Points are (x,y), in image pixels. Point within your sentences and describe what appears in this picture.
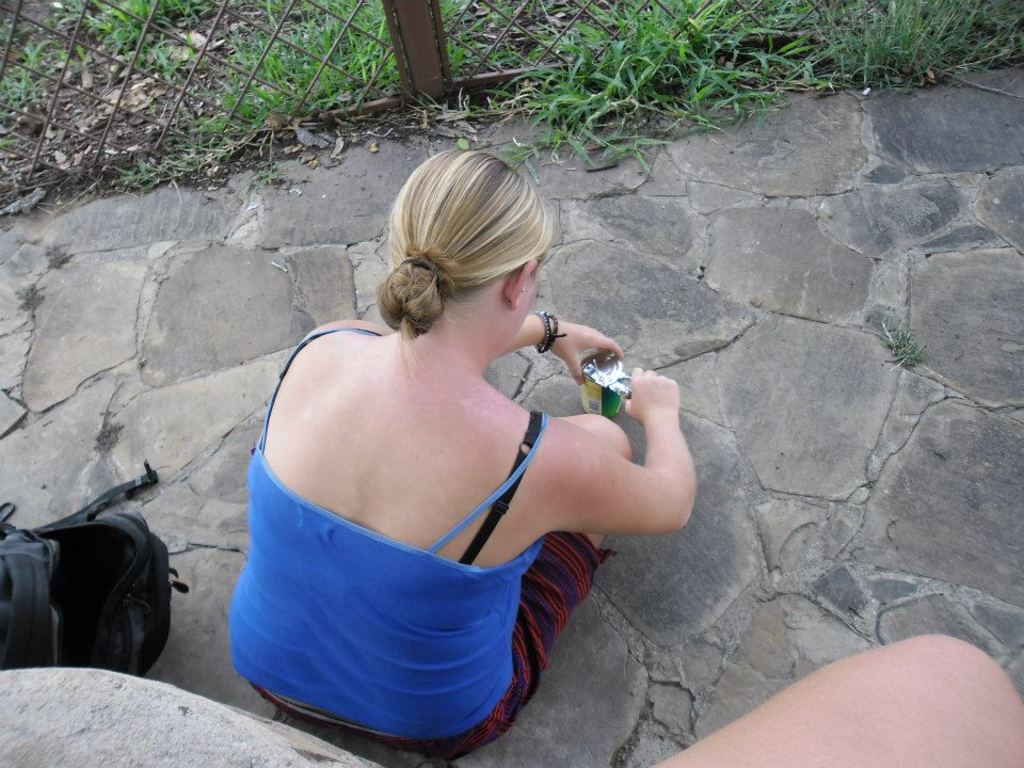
This picture describes about few people (623,473), in the middle of the image (471,417) we can see a woman (470,391), she is holding a tin can (600,362), beside to her we can see a bag (89,518) and fence (408,45), and also we can see grass (641,52).
